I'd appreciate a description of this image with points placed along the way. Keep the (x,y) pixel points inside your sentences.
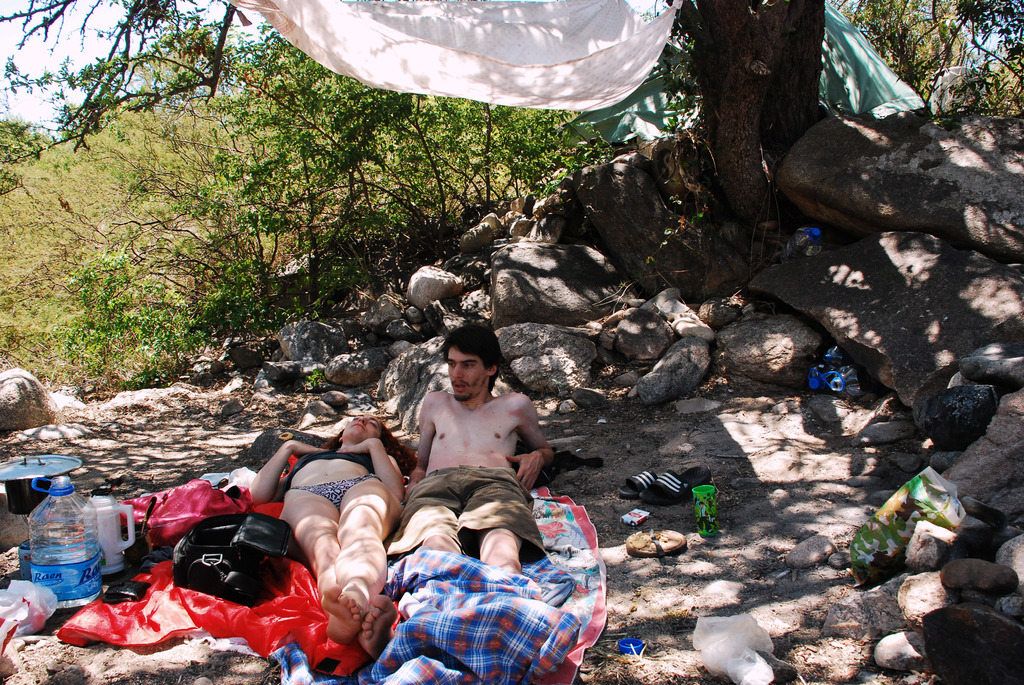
There are two people (336,481) and she is laying on a cloth (319,608). We can see clothes (154,565), water bottle (66,602), jug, footwear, covers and objects (111,490). In the background (135,118) we can see trees (777,7), clothes (470,68), stones (968,131) and sky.
